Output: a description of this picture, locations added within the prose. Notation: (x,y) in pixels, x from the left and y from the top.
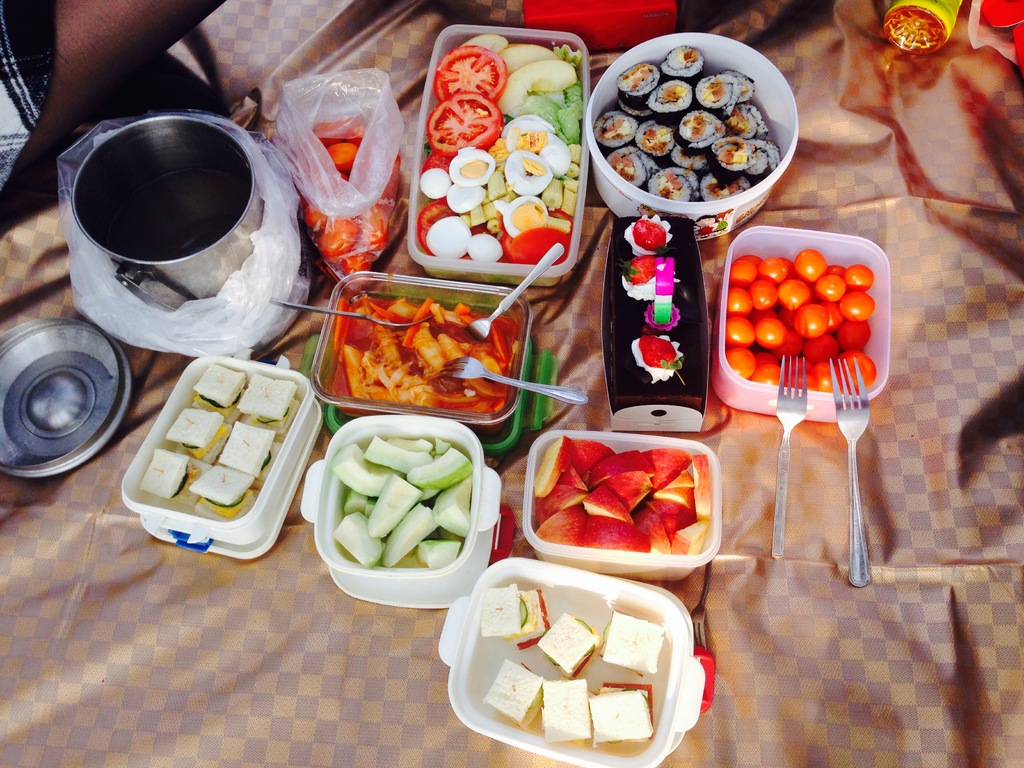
In this image at front (220,390) there are tomatoes (472,122), sushi (769,157), slices (563,439) of apple (666,454), eggs (526,192), tomato (474,139) and we can see few other food items (378,391) placed in the box (747,199). Beside the tomatoes (342,210) there is a can (170,166). Behind the can (149,133) there is a person (41,126) sitting on the floor (208,98). We can see there are forks (851,444) on the floor (732,417).
